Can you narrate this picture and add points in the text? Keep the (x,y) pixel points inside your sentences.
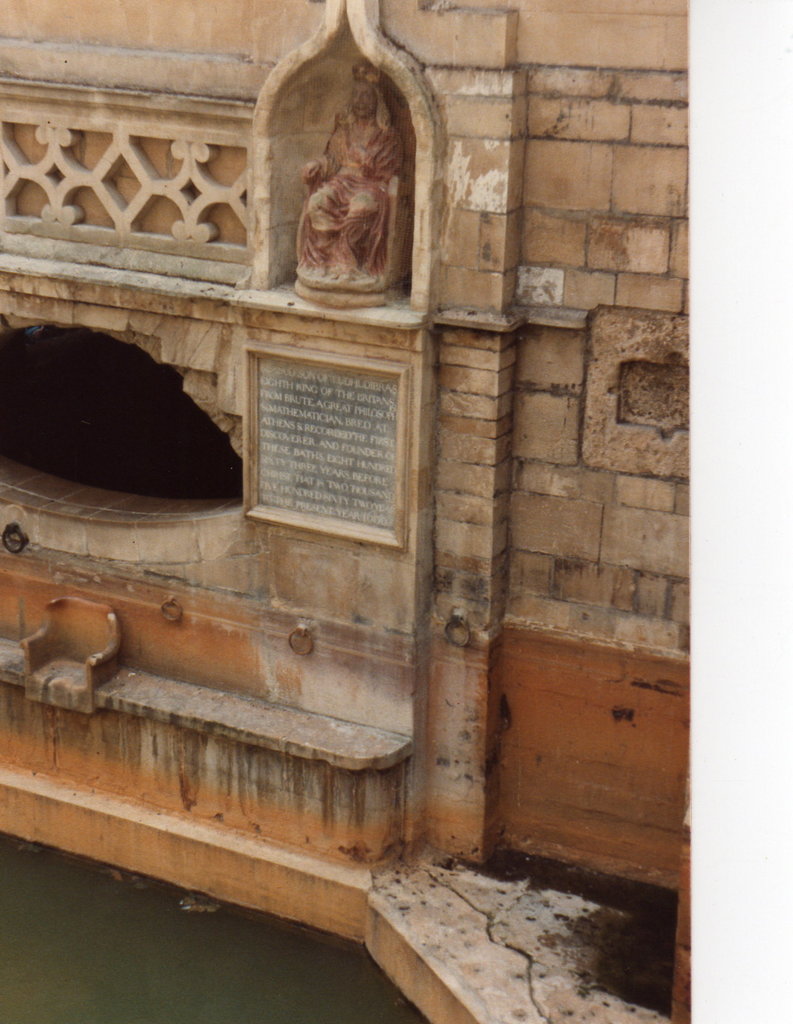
In this image I can see a wall (258,736). In the middle of the image (313,393) there is a board (326,387) attached to this wall (431,595). On this board (320,458), I can see some text (314,455) and at the top of it there is sculpture (349,185).
